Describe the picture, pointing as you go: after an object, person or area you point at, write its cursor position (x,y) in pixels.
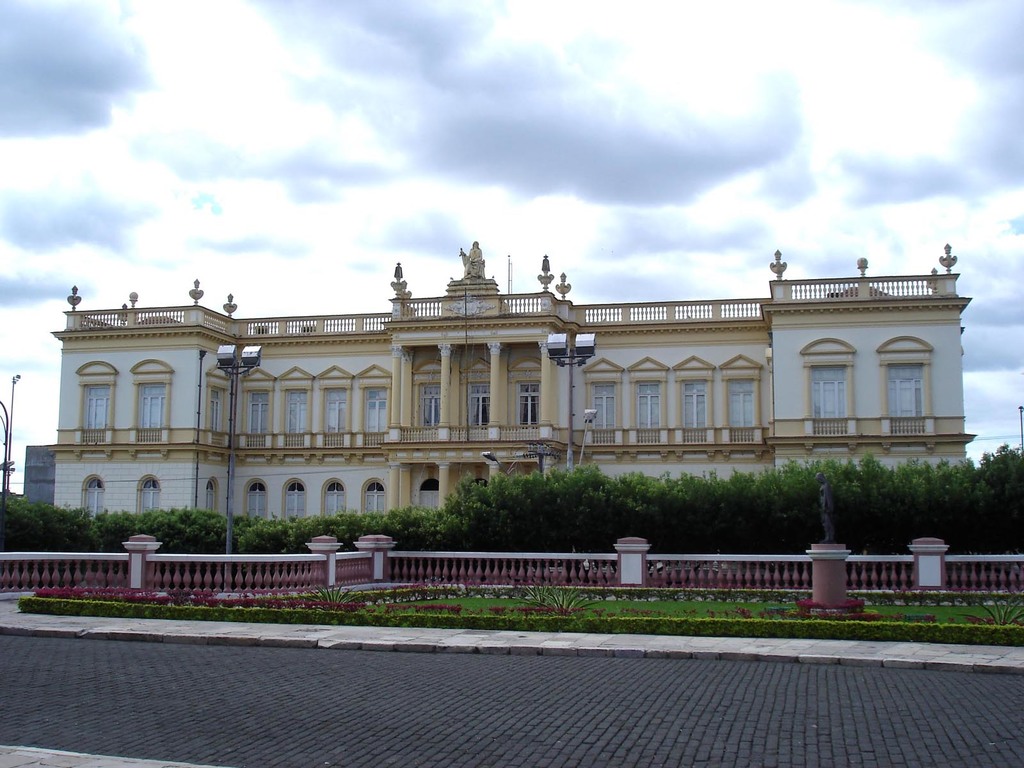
At the center of the image (439,492) there is a building (516,413), in front of the building (287,475) there are trees (572,506), plants (218,511), streetlights (7,492), fencing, in front of the fencing (575,584) there is a grass (471,602) with plants (522,615) and there is a road (306,658). In the background (570,215) there is a sky (596,122).
